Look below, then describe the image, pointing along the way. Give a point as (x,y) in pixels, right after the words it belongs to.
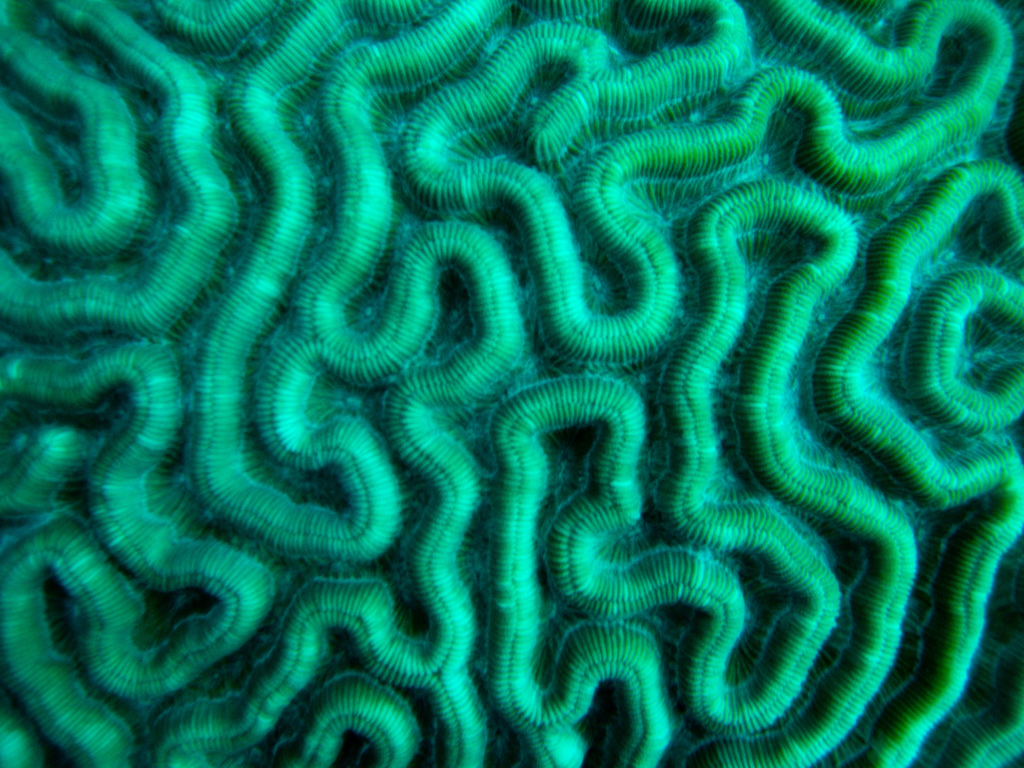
Here in this picture we can see a green colored pattern (475,438) present over there.
